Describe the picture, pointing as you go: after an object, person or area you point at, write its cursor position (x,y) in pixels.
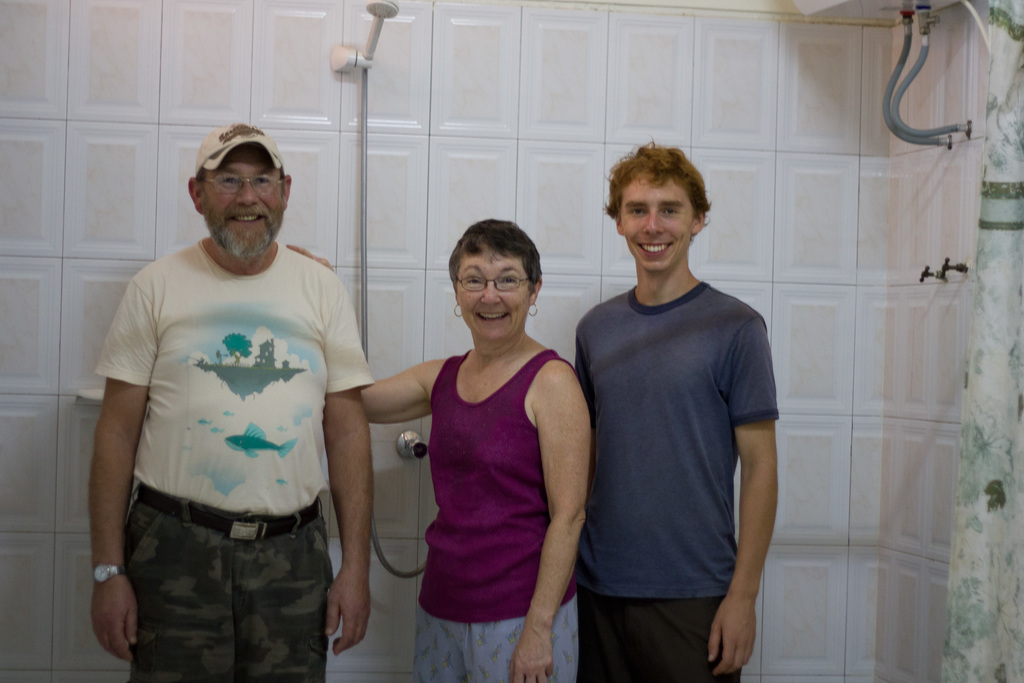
In this image in front (696,432) there are three people (152,640) wearing a smile on their faces (500,276). Behind them there is a wall (553,92). There is a shower (402,451). On the right side of the image (993,527) there is a curtain (1017,71) and there is some object (909,19).
